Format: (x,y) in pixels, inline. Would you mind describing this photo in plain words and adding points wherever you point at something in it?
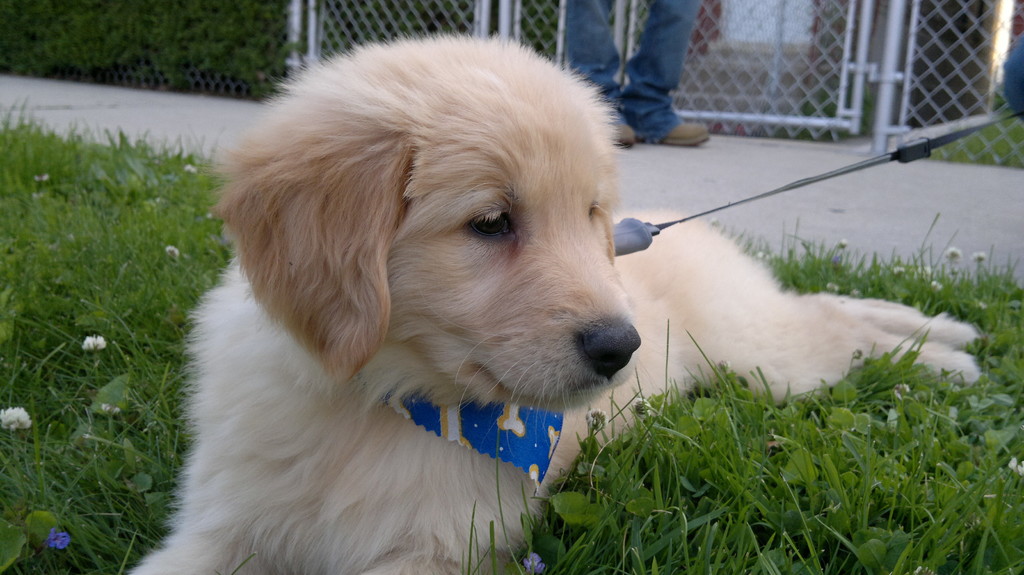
In the picture I can see a dog (483,297) is sitting on the ground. The dog (378,387) is wearing a neck belt (435,408). In the background (675,107) I can see a person (663,96) is standing. I can also see fence (691,101), the grass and some other objects (202,35).
